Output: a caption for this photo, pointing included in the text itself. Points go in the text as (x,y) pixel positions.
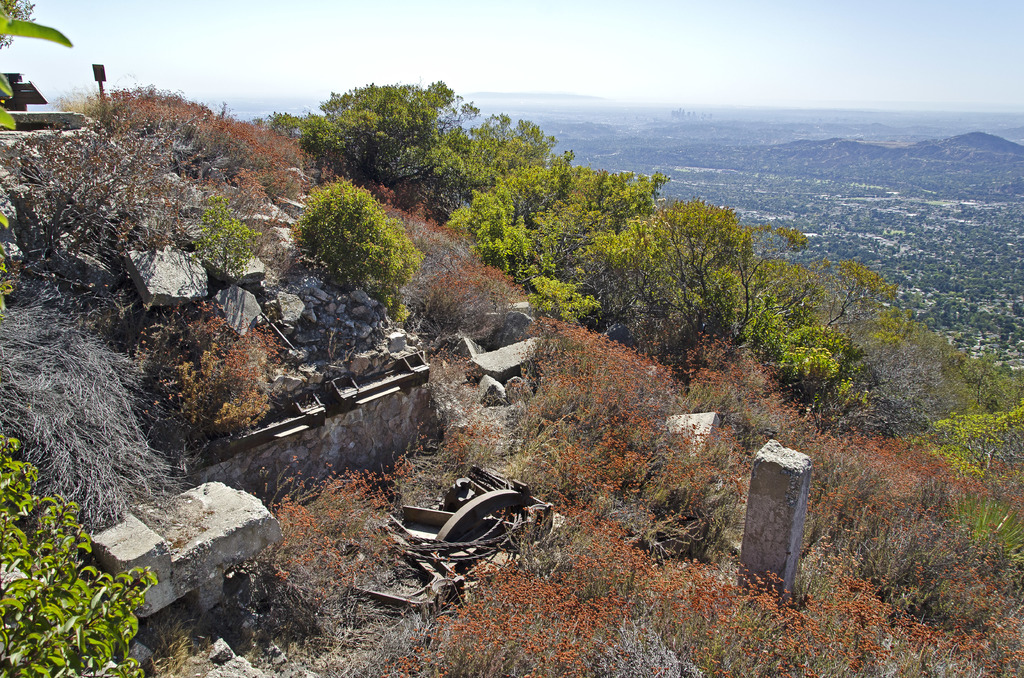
This is an outside view. Here I can see many rocks (185,559), trees (600,287) and plants (657,647) on the ground (354,506) and there are few metal objects (433,525). In the background (828,146) there are few hills (859,146). At the top of the image (570,40) I can see the sky (346,41).
